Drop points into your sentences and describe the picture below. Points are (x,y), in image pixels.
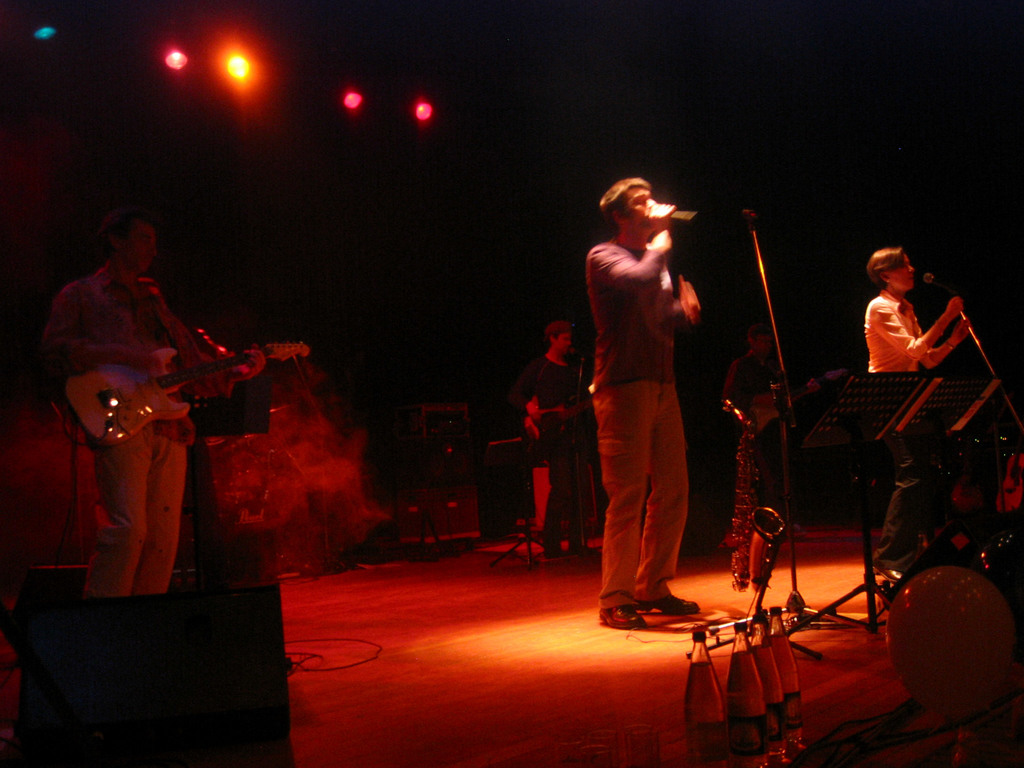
This pictures shows two people (890,289) singing with the help of a microphone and we see three men (755,363) playing guitar (135,400) and we see some water bottles (761,678) on the dais (417,642).
